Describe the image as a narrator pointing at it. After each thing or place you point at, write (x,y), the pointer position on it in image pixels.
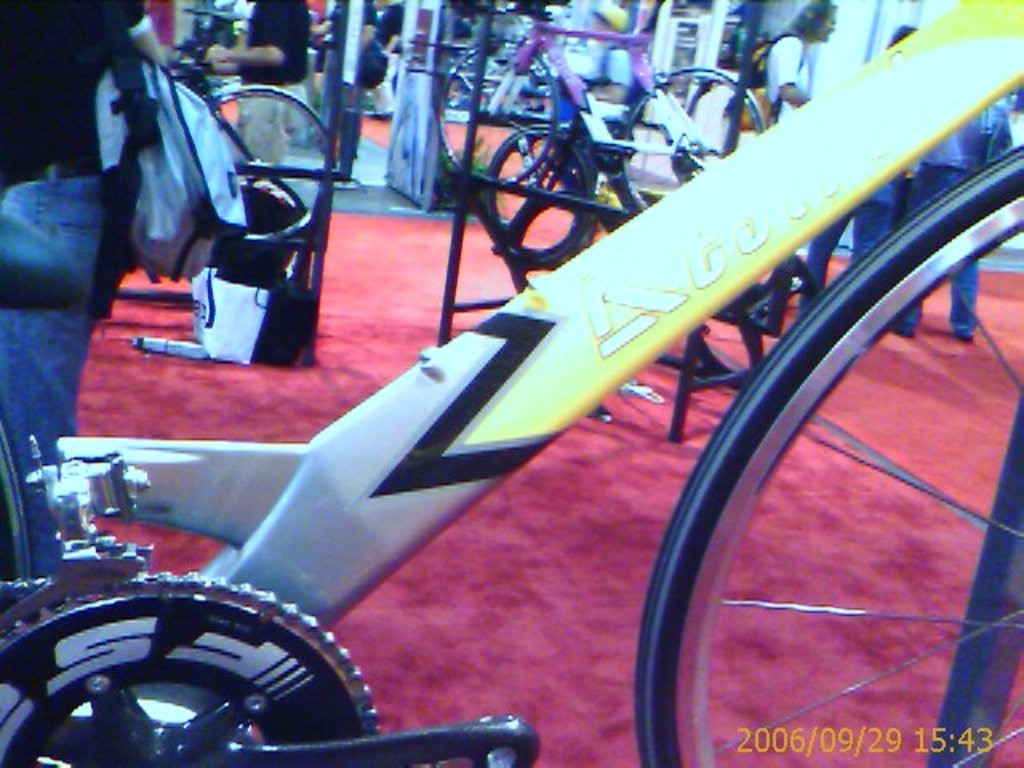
In this image, we can see a rod (550,379), crank wheel (307,619). On the right side (931,250), there is a wheel (903,268). Background (789,107) we can see few bicycles (643,145), peoples (372,6). Few (59,178) are wearing bags (206,144). Right side (765,740) bottom of the image (790,743), we can see a watermark (840,737). It represents date and time.
